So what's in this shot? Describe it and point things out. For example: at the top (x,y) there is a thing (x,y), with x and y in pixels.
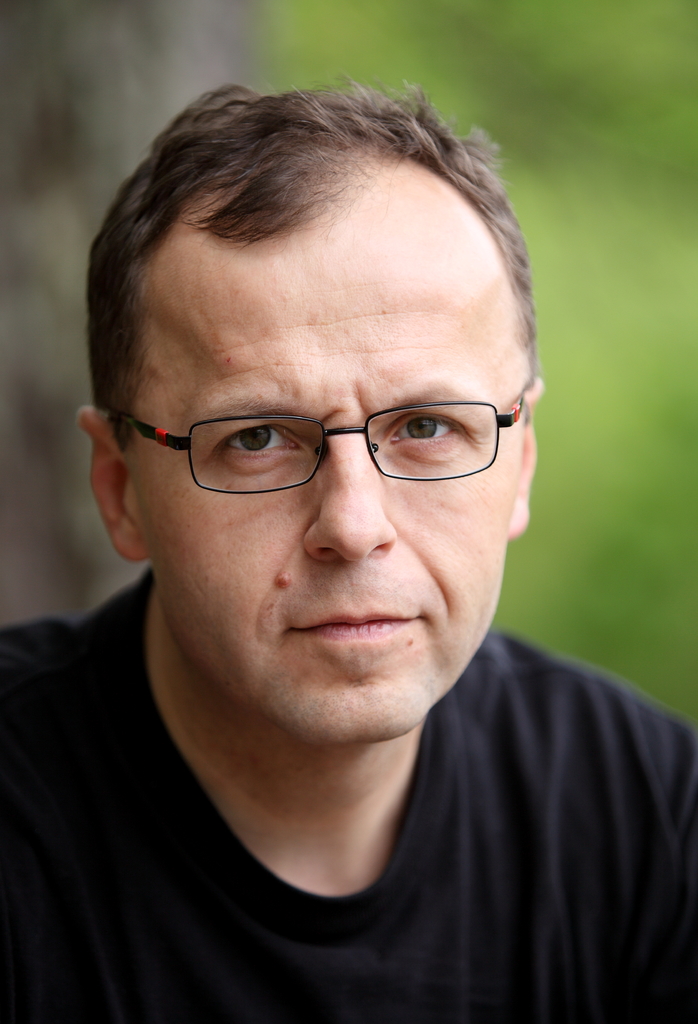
In the center of the image (309,660) we can see a man (456,819). He is wearing a black shirt (479,896).
